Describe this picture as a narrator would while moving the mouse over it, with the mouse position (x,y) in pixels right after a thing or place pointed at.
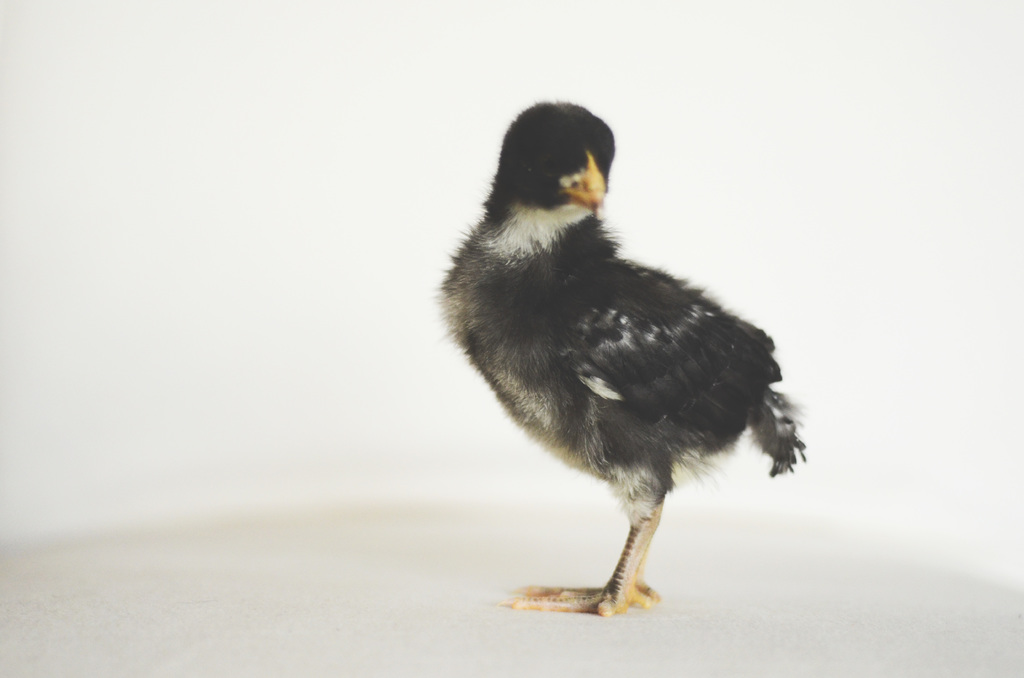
In this image I can see the bird (509,401) in white and black color and I can see the white color background (493,10).
